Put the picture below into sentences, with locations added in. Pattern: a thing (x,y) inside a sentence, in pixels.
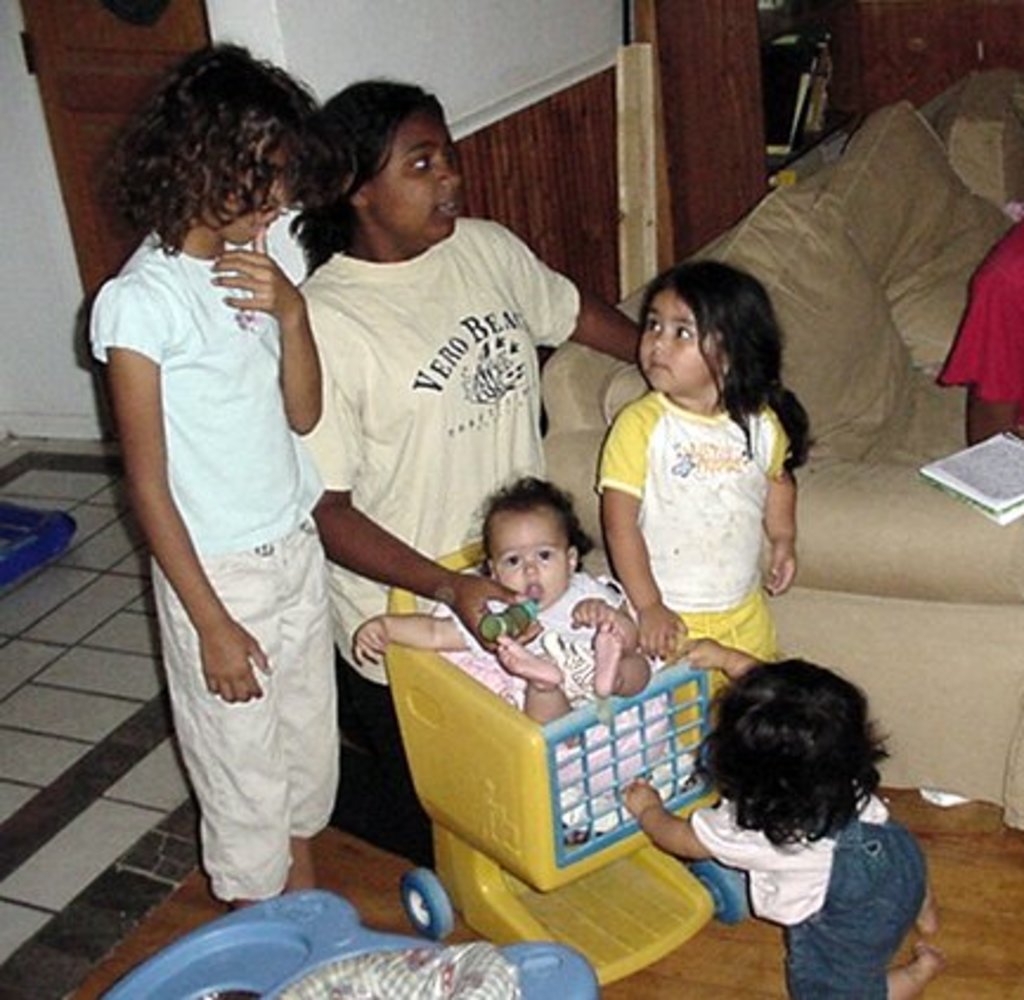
In the center of the image (674,370) we can see persons (368,338) standing at the baby (452,642). In the background (572,138) we can see sofa (872,471), pillows (872,322), door (31,36) and wall (554,158).
